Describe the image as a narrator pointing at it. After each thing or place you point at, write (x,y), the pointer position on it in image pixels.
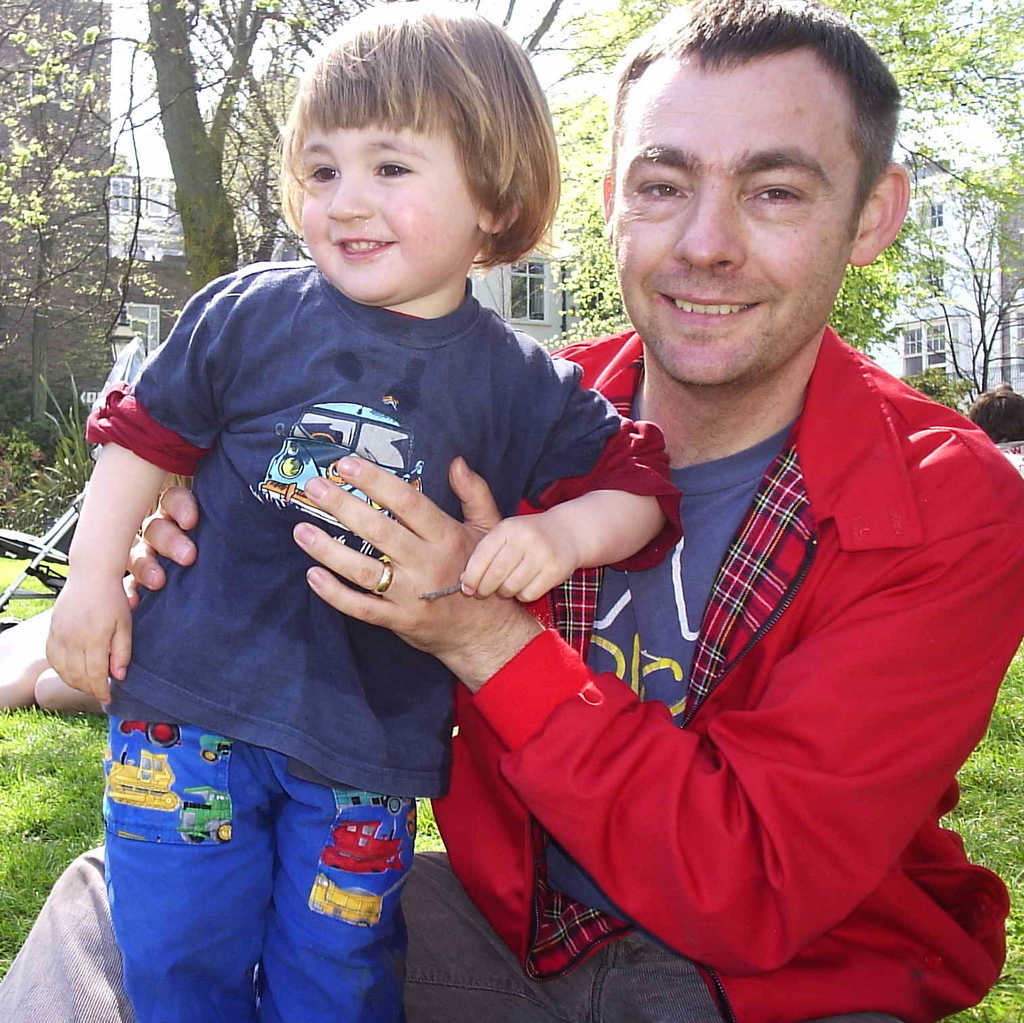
In this picture there is a man (621,119) and a small girl (446,190) in the center of the image (359,533), on the grassland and there is another man (1021,406) behind him, there are trees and buildings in the background area of the image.
